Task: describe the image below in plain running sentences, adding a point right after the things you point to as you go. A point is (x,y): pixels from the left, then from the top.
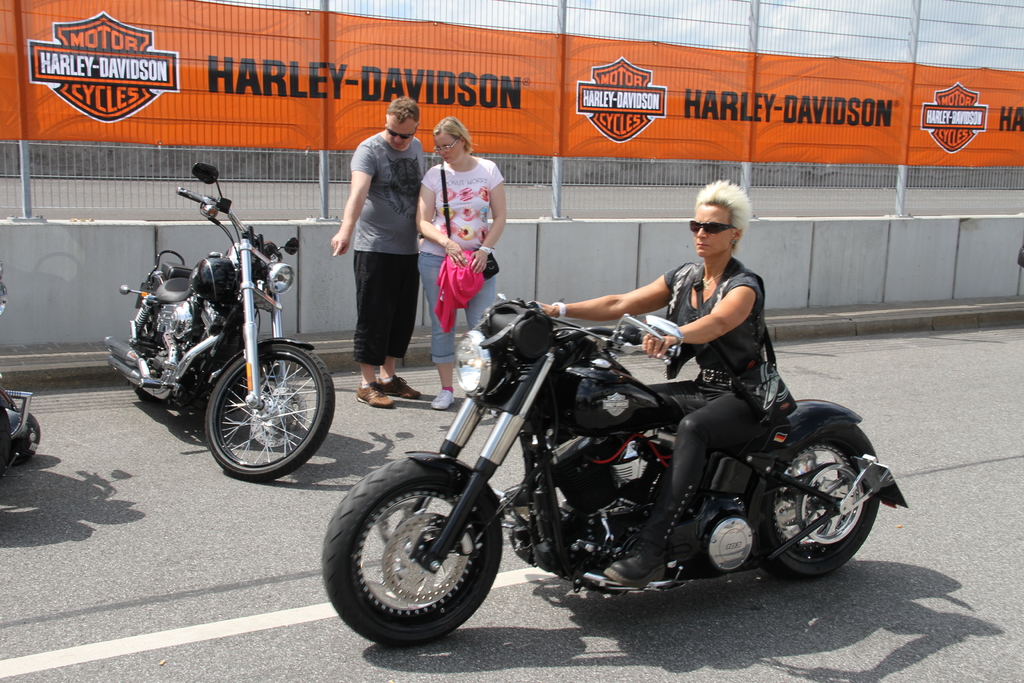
In this image there are three persons (437,399) two of them are standing on the road (422,401) and a person (681,440) riding motorcycle (604,445) and at the background of the image (641,126) there is a fencing (628,171).
